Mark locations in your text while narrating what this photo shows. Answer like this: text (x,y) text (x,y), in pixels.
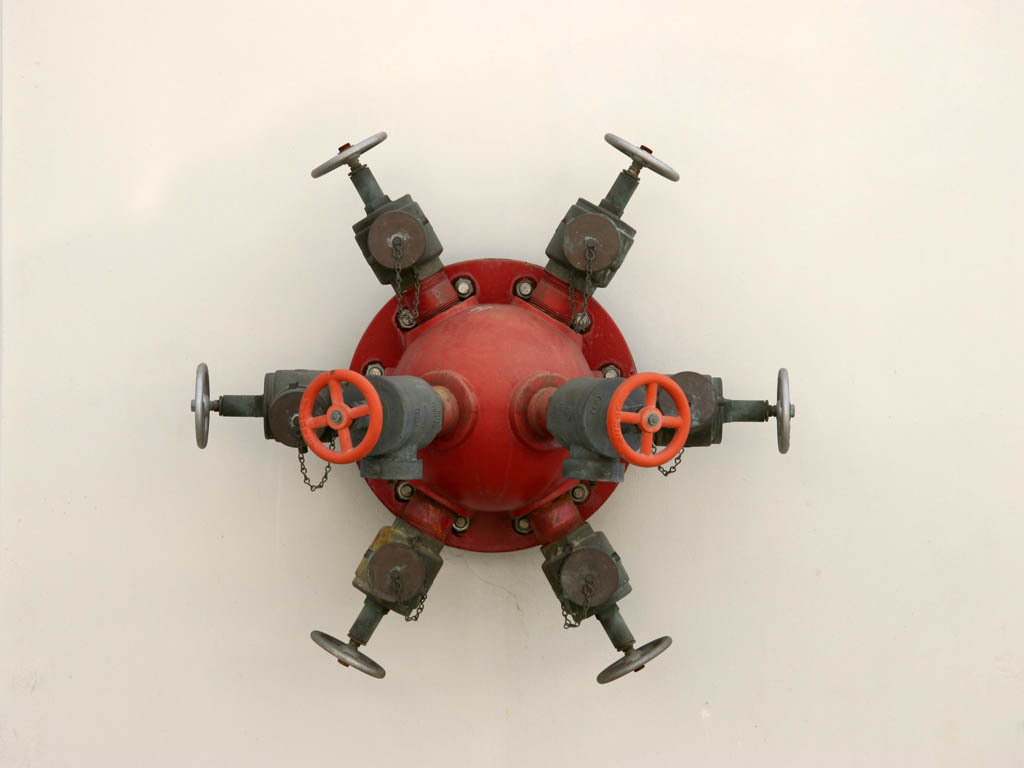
Here I can see a metal object (523,401) which is in red color. The background (99,240) is in white color.
